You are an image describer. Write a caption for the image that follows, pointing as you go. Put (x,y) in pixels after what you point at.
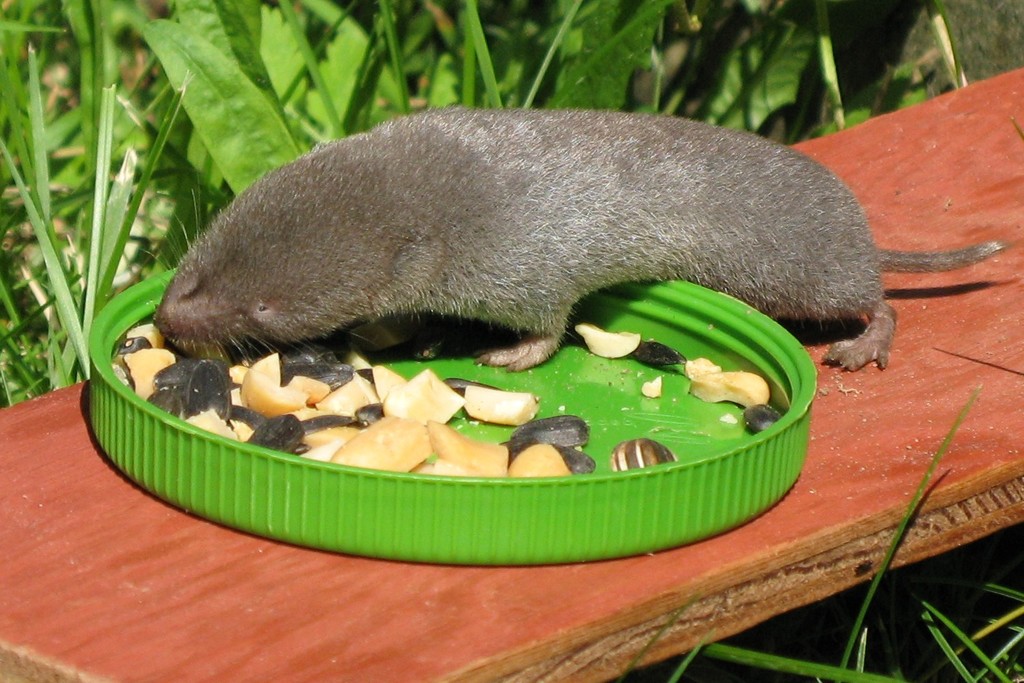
In this image we can see a green color lid (452,480) a few food items (432,410) are kept. Here we can see the rat (546,231) on the wooden plank (982,236). In the background (499,74), we can see grass (29,143) and small plants (742,79).
